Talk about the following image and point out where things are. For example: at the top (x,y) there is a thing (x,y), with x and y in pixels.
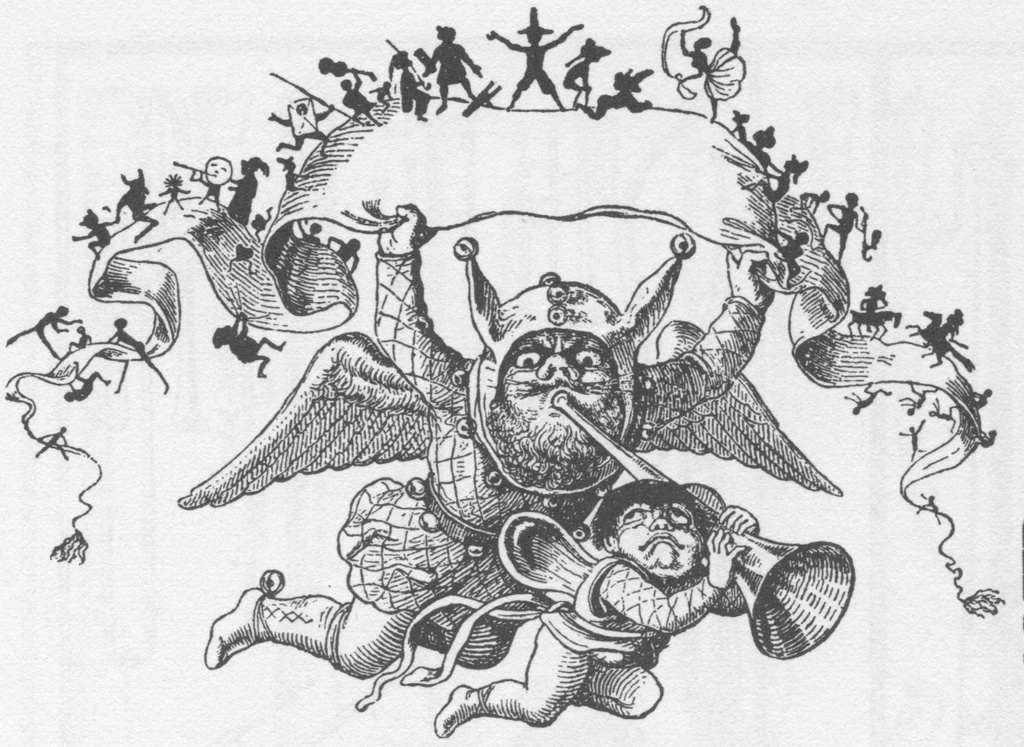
This image consists of a paper (575,670) on which we can see a picture (421,456) of two persons (483,651). It looks like a drawing (436,430).
